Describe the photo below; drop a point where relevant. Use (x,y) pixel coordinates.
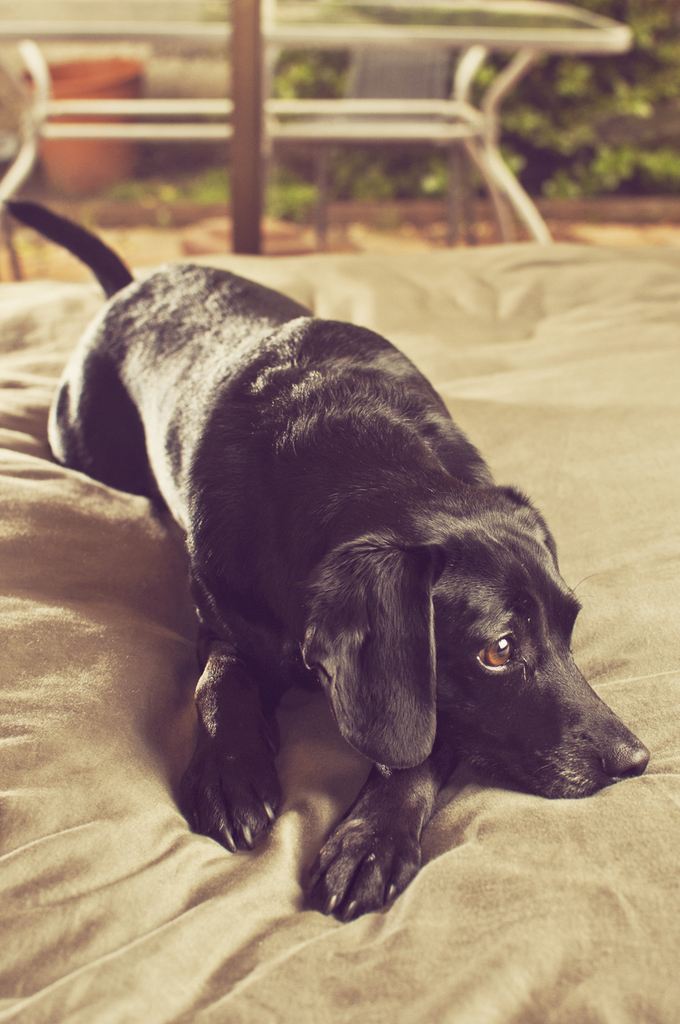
In this picture we can see a black dog (227,480) is laying on the cloth (610,988). Behind the dog (173,340) there are plants (521,103) and some blurred objects (295,101).
